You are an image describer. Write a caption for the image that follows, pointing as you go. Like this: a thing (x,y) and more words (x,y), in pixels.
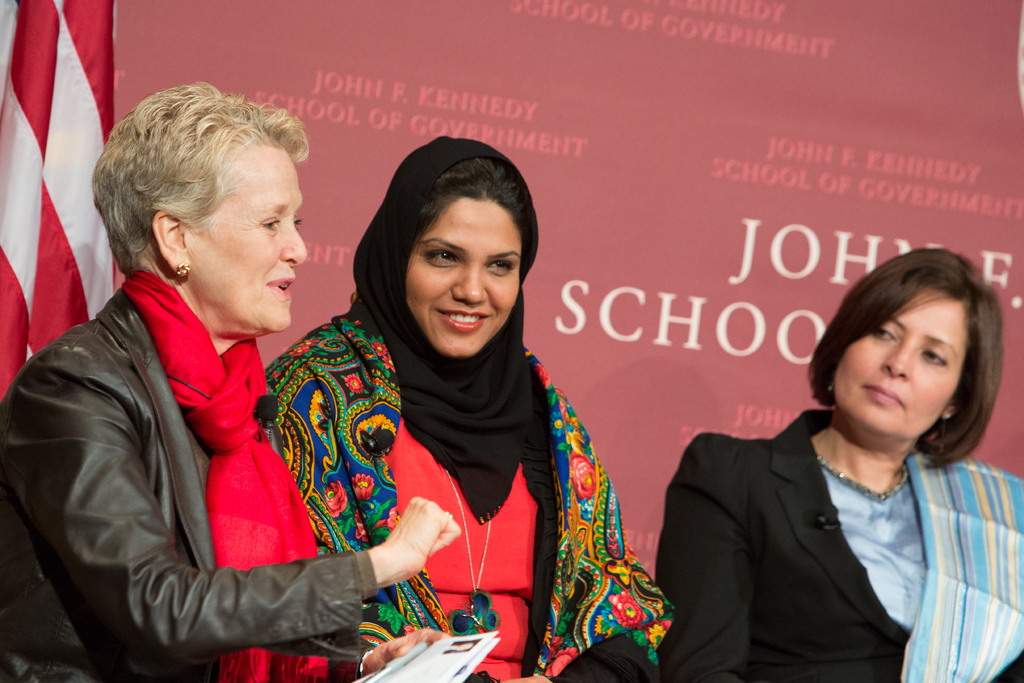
In this picture we can see three women (144,410) in the front (534,472), two women (459,467) on the left side (311,488) wore scarfs (461,462), on the left side (72,223) there is a cloth (84,233), in the background (775,408) we can see some text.
